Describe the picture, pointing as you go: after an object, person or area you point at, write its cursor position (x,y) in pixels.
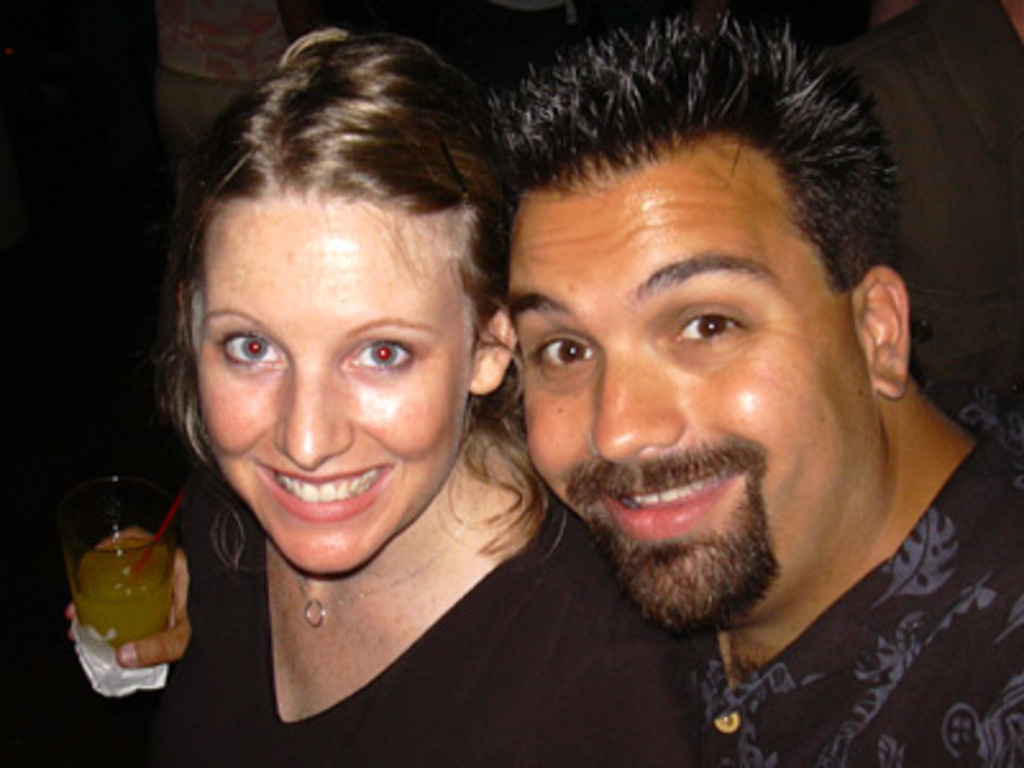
In this image I can see a man (658,494) and a woman (281,421) are smiling. Here I can see a glass (112,604).
